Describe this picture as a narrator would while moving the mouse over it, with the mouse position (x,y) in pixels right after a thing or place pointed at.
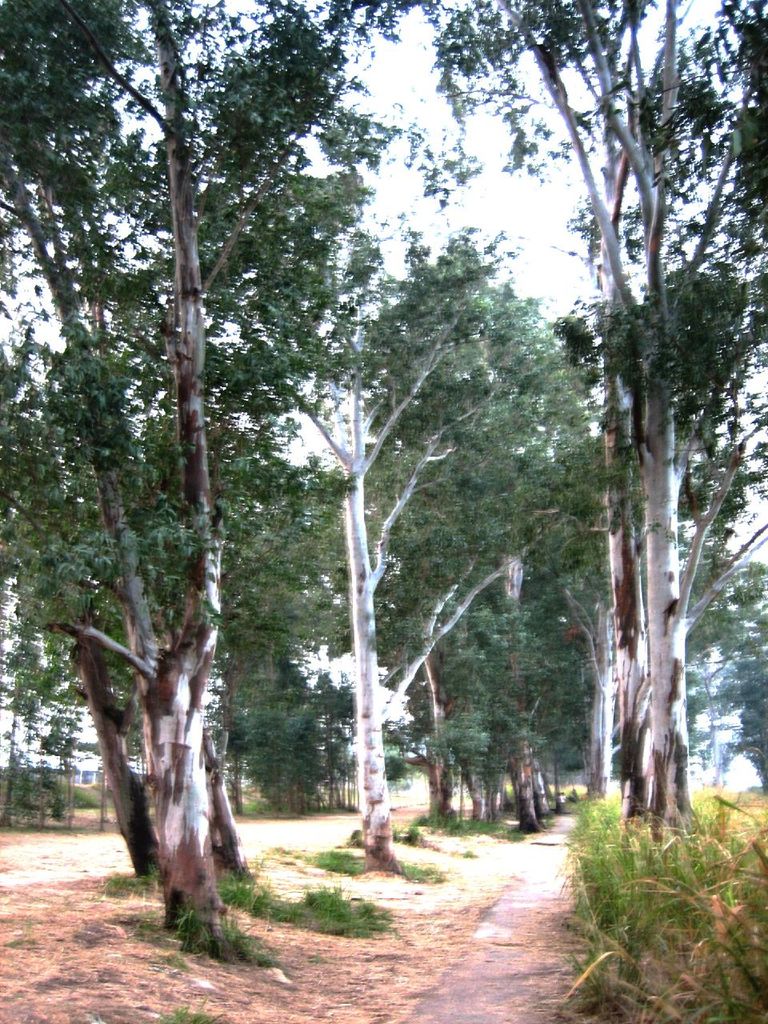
In the image we can see there are many trees (357,409), this is a path (548,944), grass (272,907) and a white sky (522,235).
